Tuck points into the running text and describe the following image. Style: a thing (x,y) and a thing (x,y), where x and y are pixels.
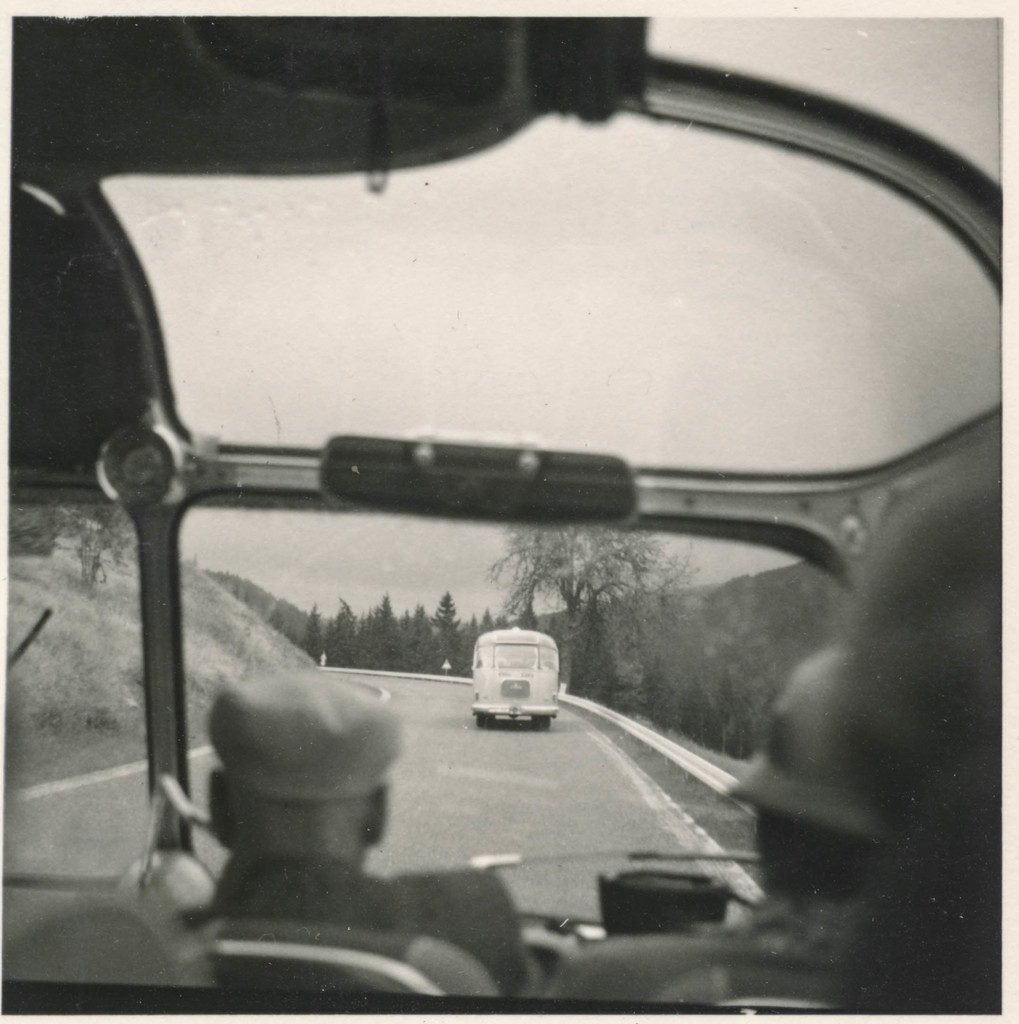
This is a black and white image. This picture is taken inside the car (716,1002). In this image, we can see two people (481,918) are sitting in the car (401,978), outside of the car window (612,646), we can see a vehicle (502,660) moving on the road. In the background (400,660), we can see some trees (427,634), plants (111,625), rocks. At the top (531,307), we can see a sky (823,215), at the bottom (654,785), we can see a road (573,715).
